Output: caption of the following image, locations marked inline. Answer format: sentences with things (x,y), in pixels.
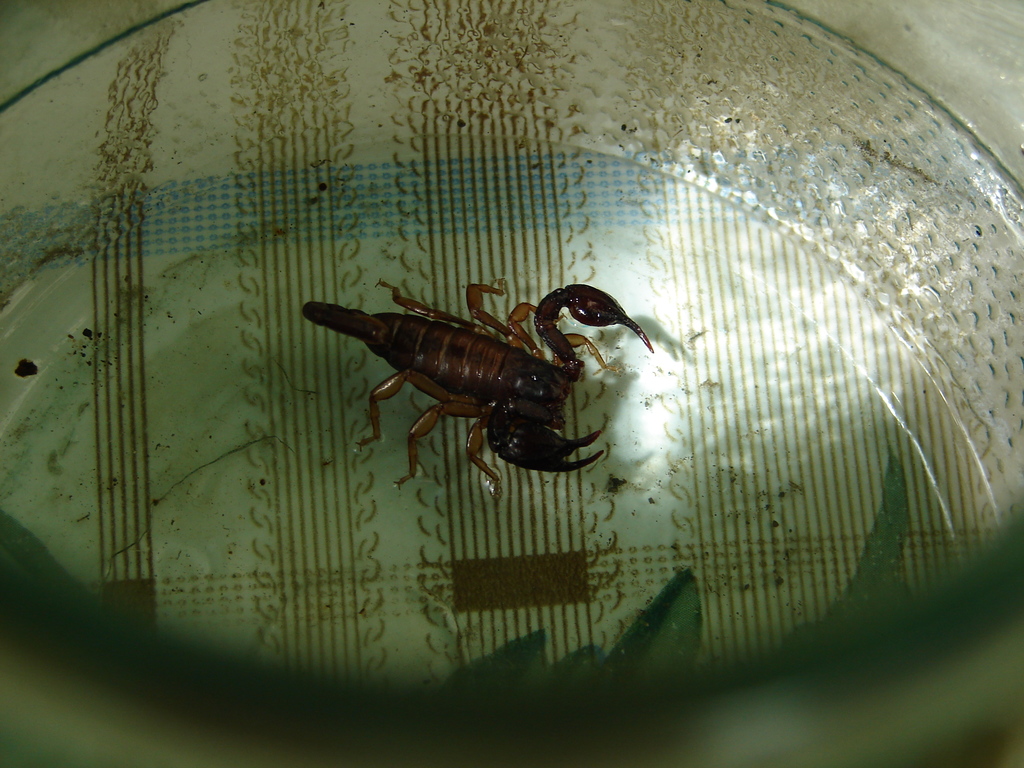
In this picture we can see scorpion (566,355) on plate (484,179).
